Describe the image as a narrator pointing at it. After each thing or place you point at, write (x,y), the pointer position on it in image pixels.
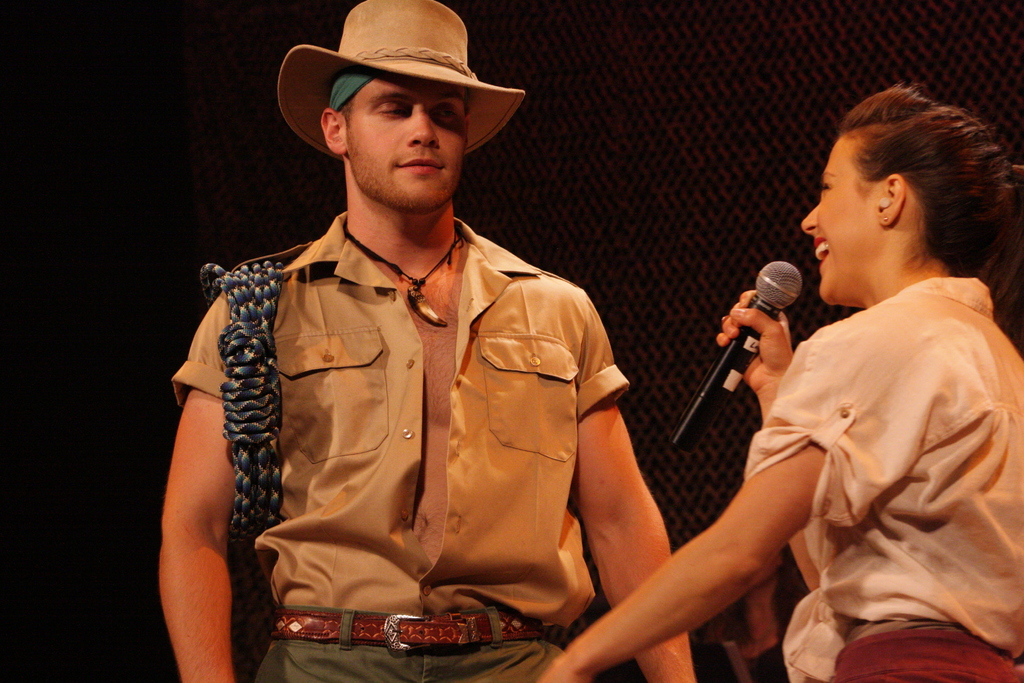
To the right side of the image (911,582) there is a lady (896,588) holding a mic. Beside her there is a person (448,329) wearing a hat (433,68).
